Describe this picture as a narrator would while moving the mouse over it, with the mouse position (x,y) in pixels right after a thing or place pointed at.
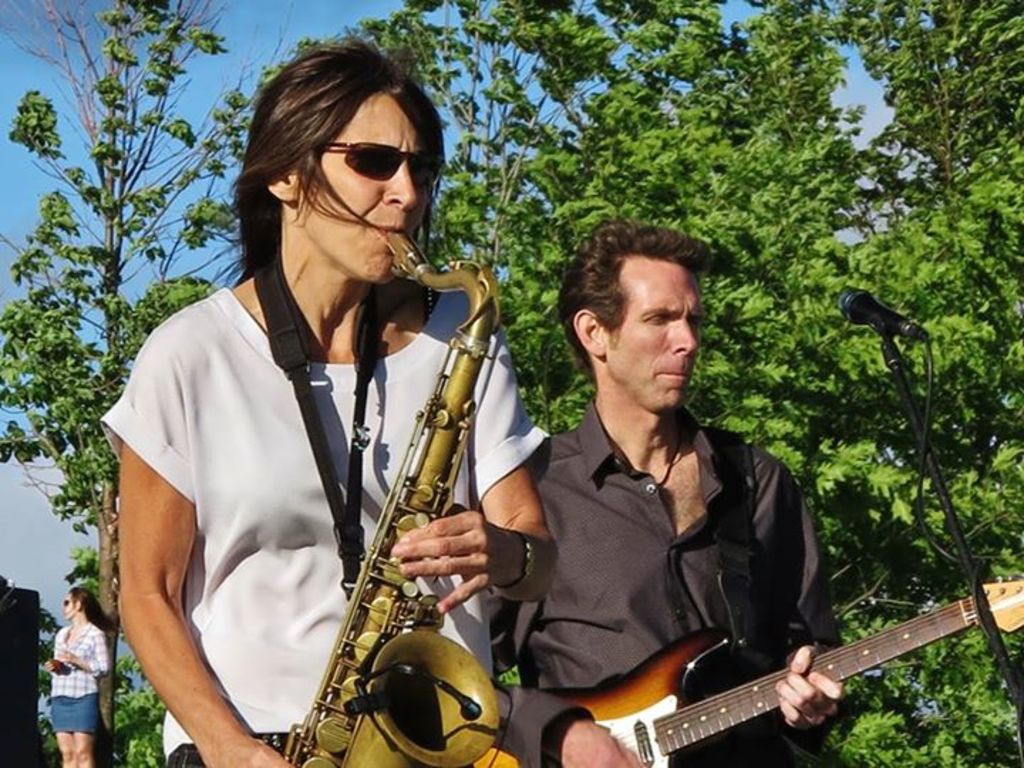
This 2 persons (664,535) are standing and plays a musical instruments (363,726). This is a tree (949,77). Far a woman (67,690) is standing. In-front of this man (681,443) there is a mic (843,302) with mic holder (1008,671). Sky (283,16) is in blue color.
